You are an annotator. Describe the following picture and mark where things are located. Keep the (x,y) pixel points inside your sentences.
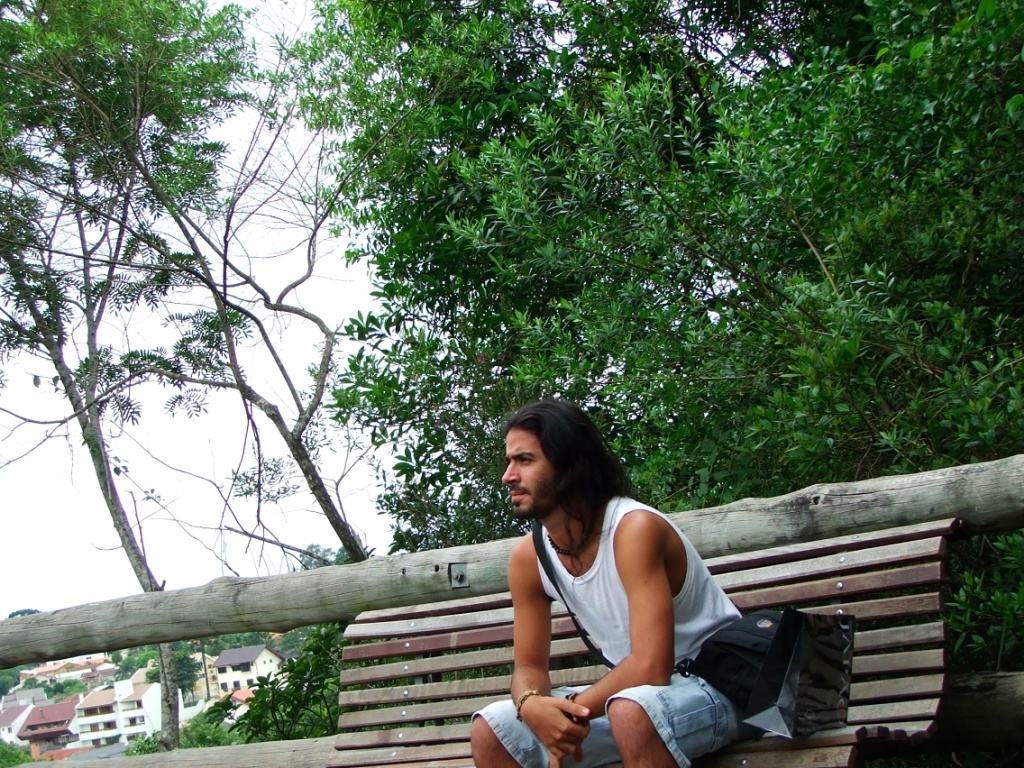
In this picture we can see a man (566,599), he is seated on the bench (820,608), beside to him we can find trees (553,385), in the background (57,712) we can see few houses (147,671).
